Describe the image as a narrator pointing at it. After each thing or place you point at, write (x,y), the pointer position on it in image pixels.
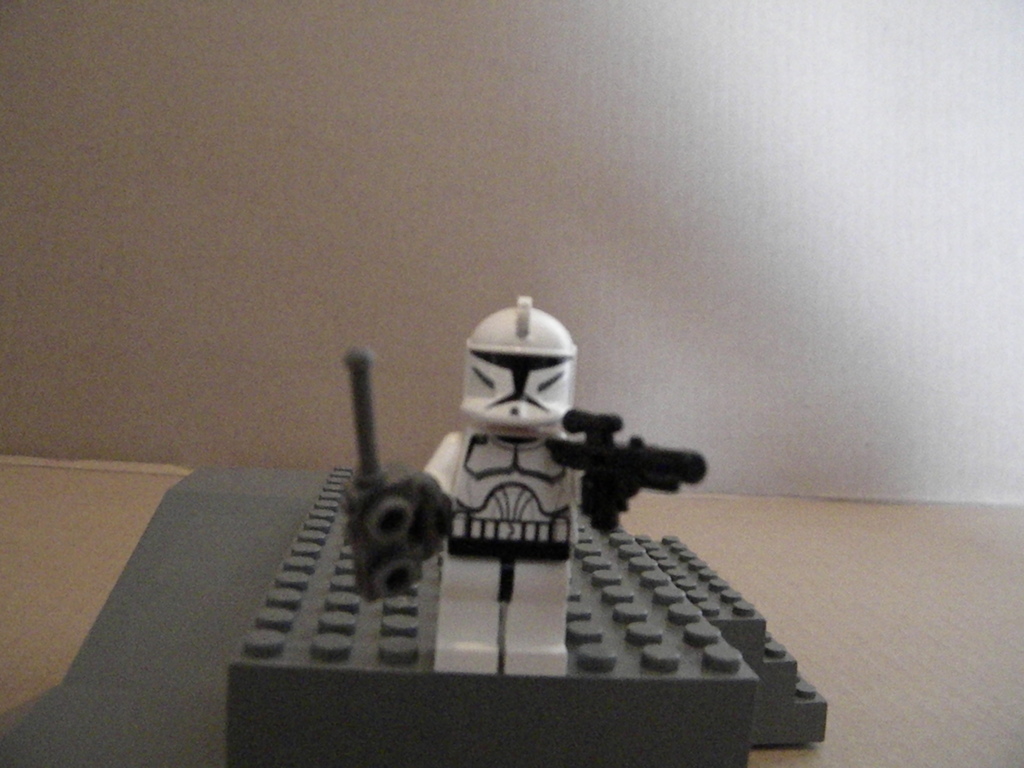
In this image I can see a toy (487,576) in black and white color and the toy (532,592) is standing on the board (624,636), and the board (591,617) is in gray color, and the background (44,150) is in white color.
